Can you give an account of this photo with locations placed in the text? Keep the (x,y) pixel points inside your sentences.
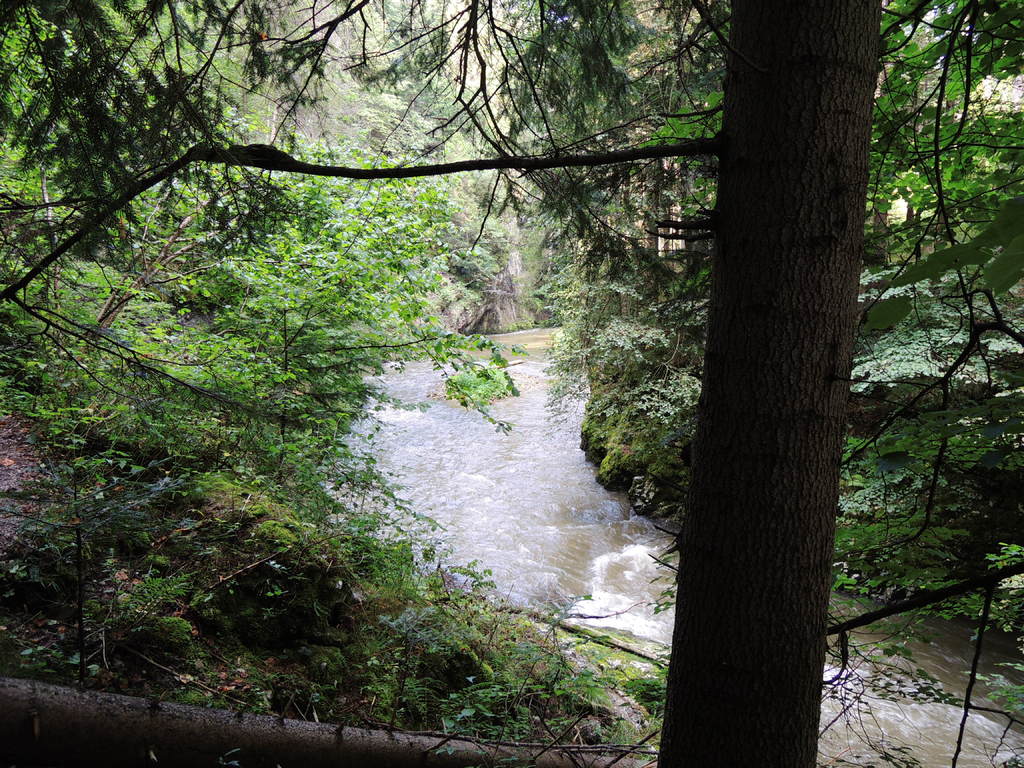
In front of the picture, we see the stem (703,489) of a tree (694,557). In the middle (472,500), we see the water (517,425) is flowing and this water (476,485) might be in the river (547,534). On either side of the picture, we see the trees (890,393). At the bottom (8,711), we see a wooden twig (105,700). There are trees (463,237) in the background (463,237).
